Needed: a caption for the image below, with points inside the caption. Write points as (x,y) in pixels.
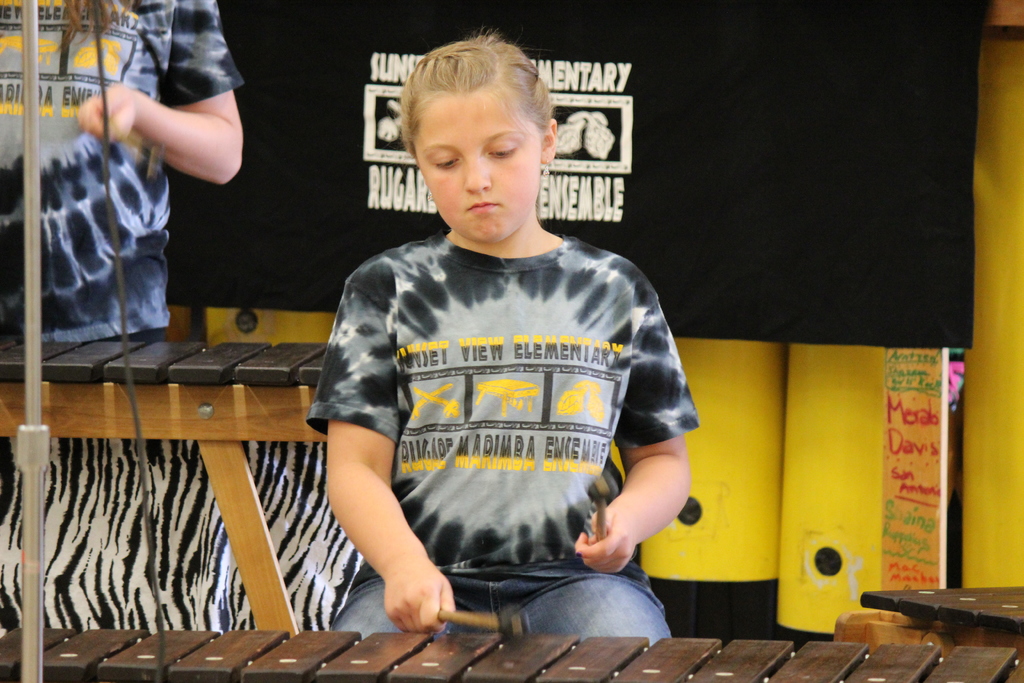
In the foreground (483,621) a girl (616,614) is sitting on the chair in front of the table (624,661) and holding an object (509,609) in her hand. In the top left (220,176) a person (141,330) half visible who is standing and a rod (35,152) visible. In the background (362,210), a poster (865,274) and a yellow color background (800,446) is visible. This image is taken inside a hall (211,191).
